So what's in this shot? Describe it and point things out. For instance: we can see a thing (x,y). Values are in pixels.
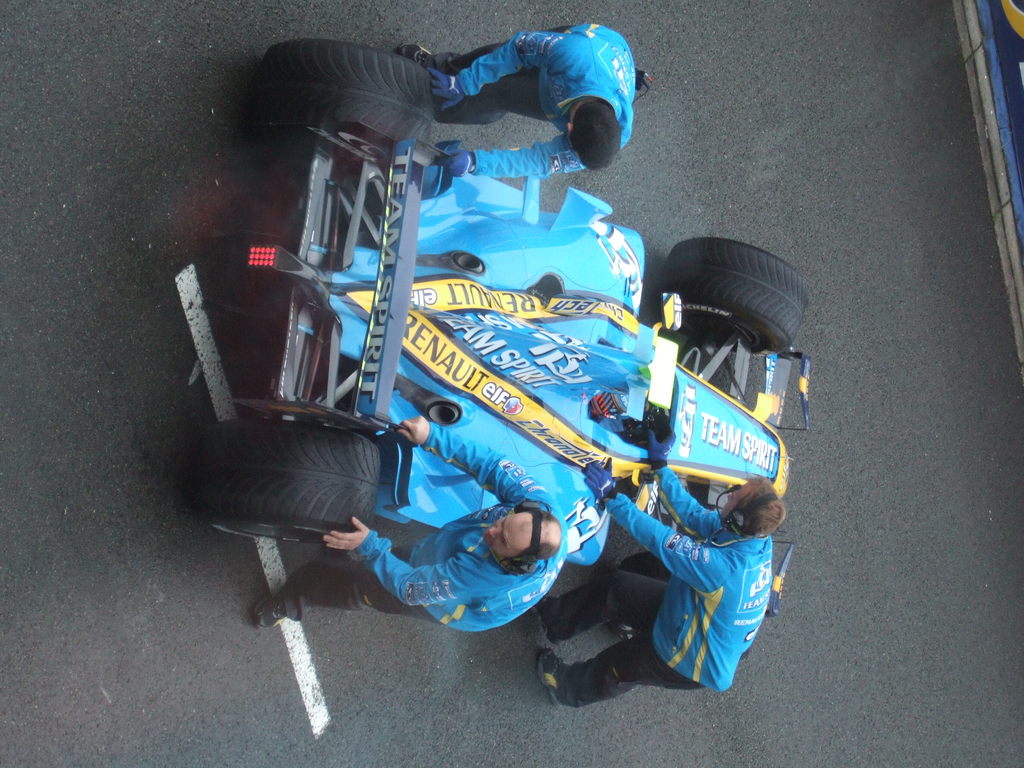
There is a formula one race car (477,387). There are service men (589,88) who are fixing it with a blue uniform (696,599) and there are three people (472,515) who are servicing it. The car (470,388) is on the road (153,297).
